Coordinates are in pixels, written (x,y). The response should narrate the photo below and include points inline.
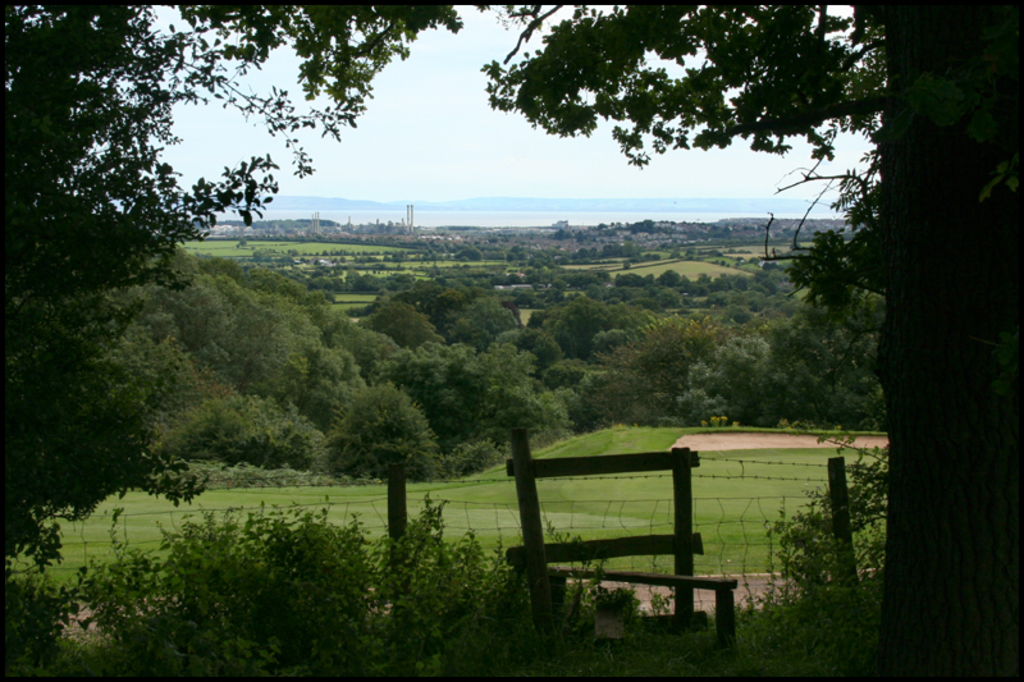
In this image in the front (497,563) there are plants (354,576) and there is a tree (977,405) on the right side (984,379). On the left side (110,235) there are leaves (128,228) and in the center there is a fence (393,536) and there is grass (549,494) on the ground (549,494) and in the background (234,332) there are trees (434,331) and buildings (444,228).
